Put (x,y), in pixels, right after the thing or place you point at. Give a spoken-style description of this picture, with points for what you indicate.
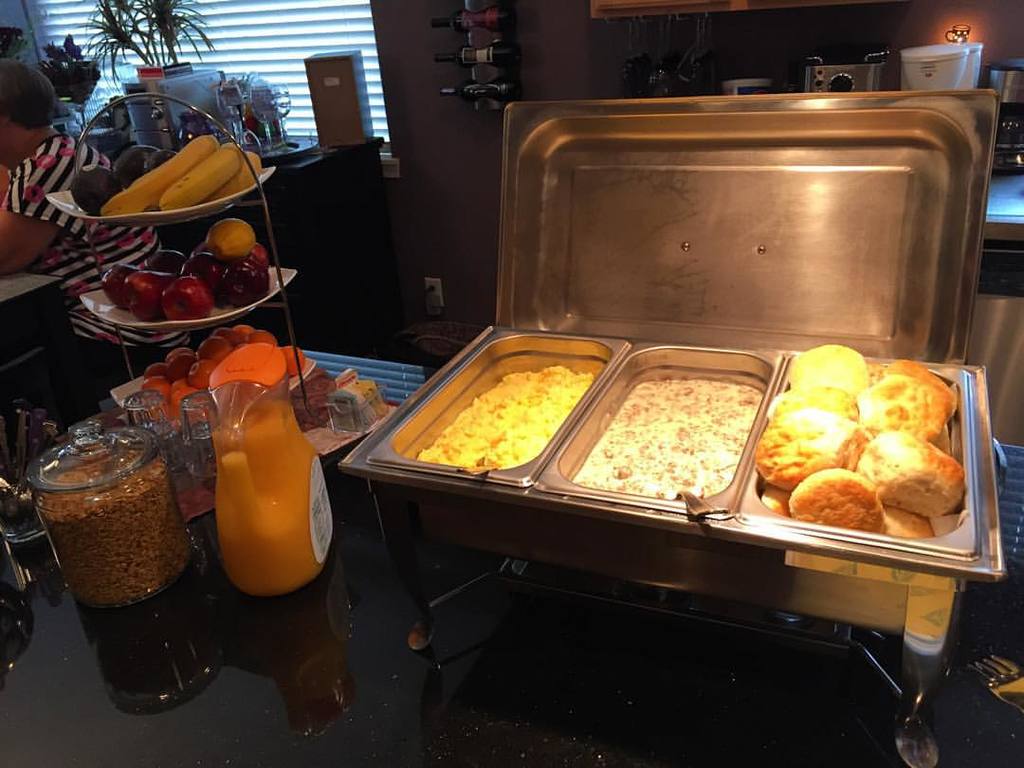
In this image I can see a steel container (969,394) and in it I can see different types of food (650,415). On the left side of this image (271,400) I can see few jars (237,578), few glasses (172,440) and number of fruits (229,166) on the plates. In the background (164,102) I can see number of equipment (816,69), few bottles (440,93), few plants (62,47), few more glasses (247,82), few boxes (320,71) and one person (25,140).
